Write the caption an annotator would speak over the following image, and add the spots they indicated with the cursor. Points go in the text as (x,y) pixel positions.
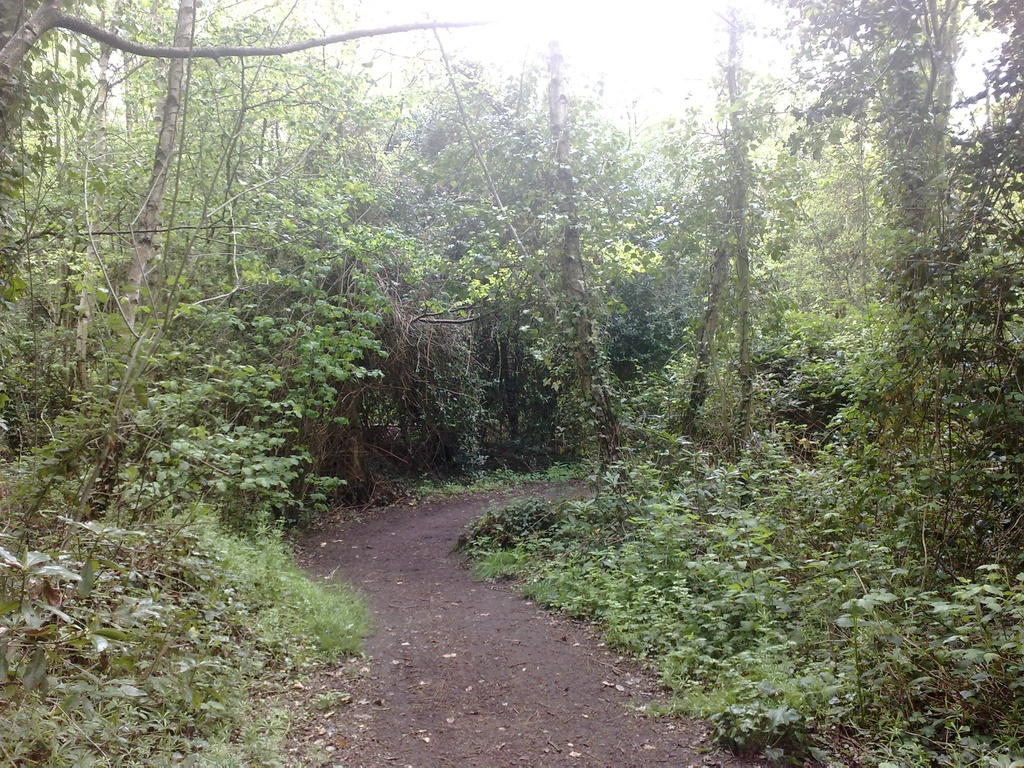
In this image we can see a many trees (749,367) and a plants (665,556). There is bright sunshine (646,88) at the top center of the image (658,83).
